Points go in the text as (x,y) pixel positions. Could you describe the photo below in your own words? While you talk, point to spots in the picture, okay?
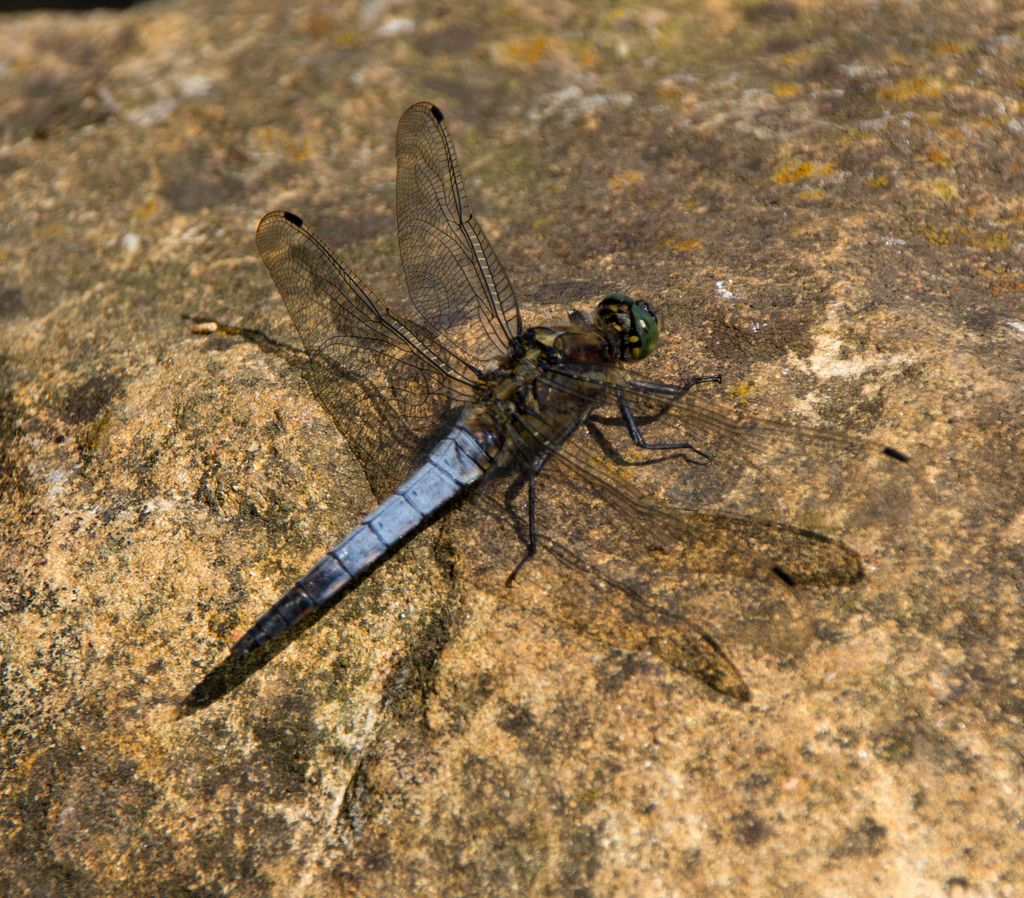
In this image I can see a dragonfly (673,564) on a rock (523,794).
